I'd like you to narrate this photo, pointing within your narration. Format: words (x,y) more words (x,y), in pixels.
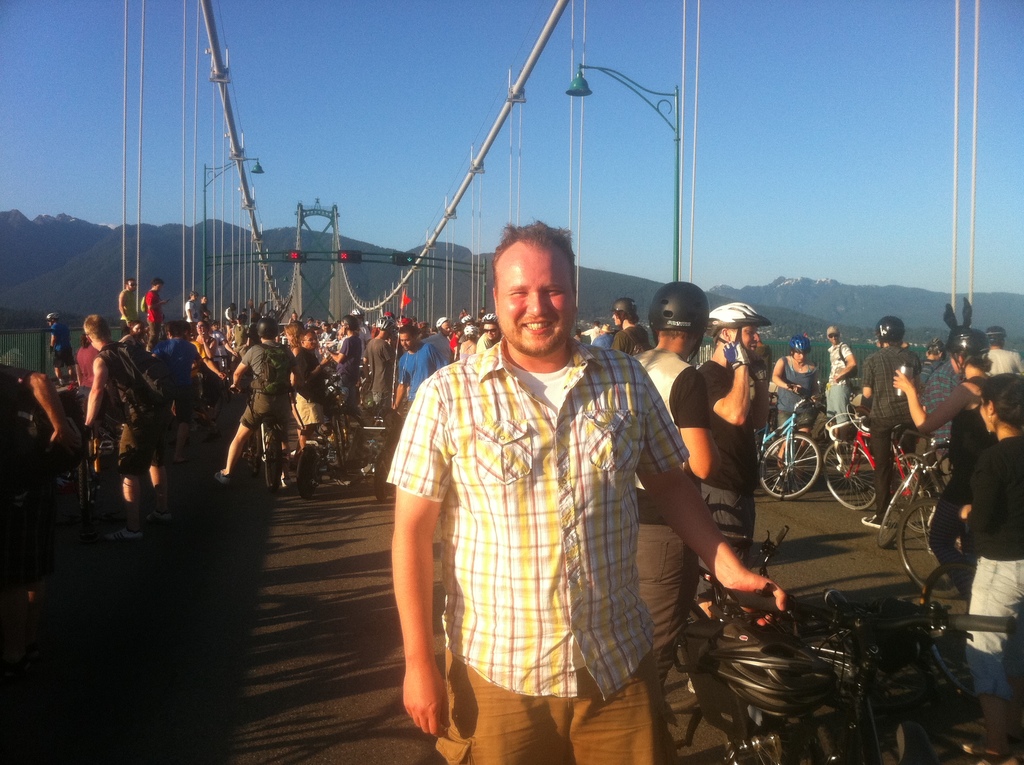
In the picture we can see a group of people (512,457) standing with bicycles (314,441) and wearing a helmet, on the path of the bridge (333,306) and in the background (255,302), we can see a bridge (183,90) with railing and behind it we can see a hill (92,245) and sky (729,270).
